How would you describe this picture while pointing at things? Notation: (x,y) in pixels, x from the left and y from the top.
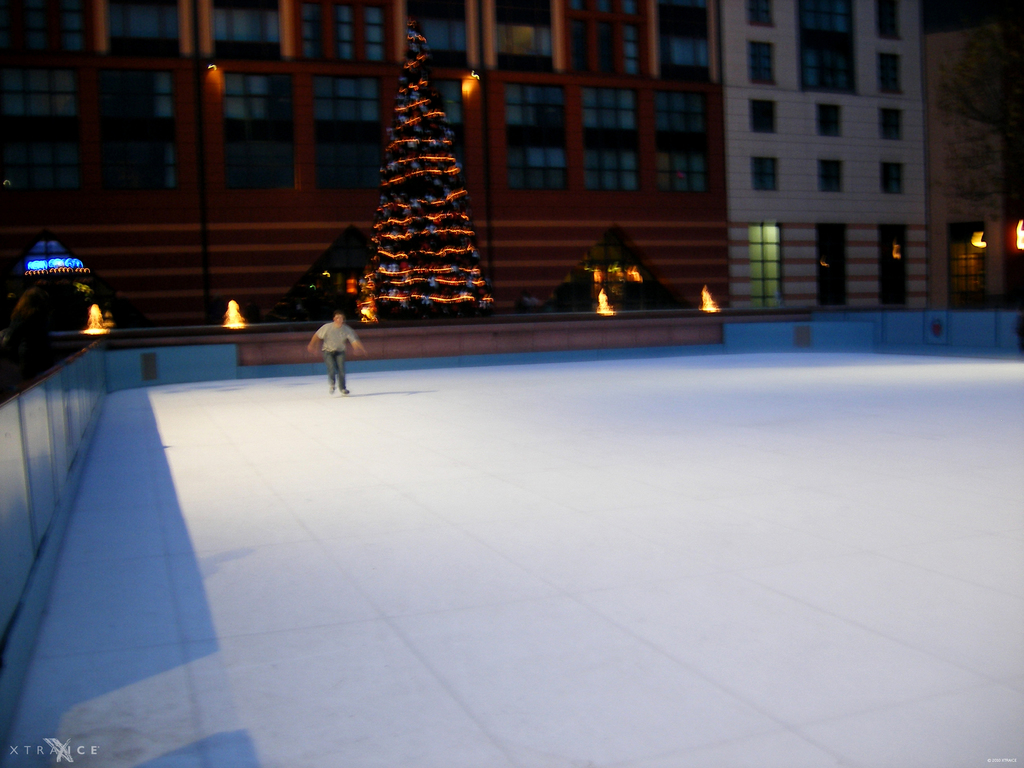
In this image I can see few buildings (699,127), windows (699,127), fountains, christmas tree (421,129), lights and the person (345,392).
